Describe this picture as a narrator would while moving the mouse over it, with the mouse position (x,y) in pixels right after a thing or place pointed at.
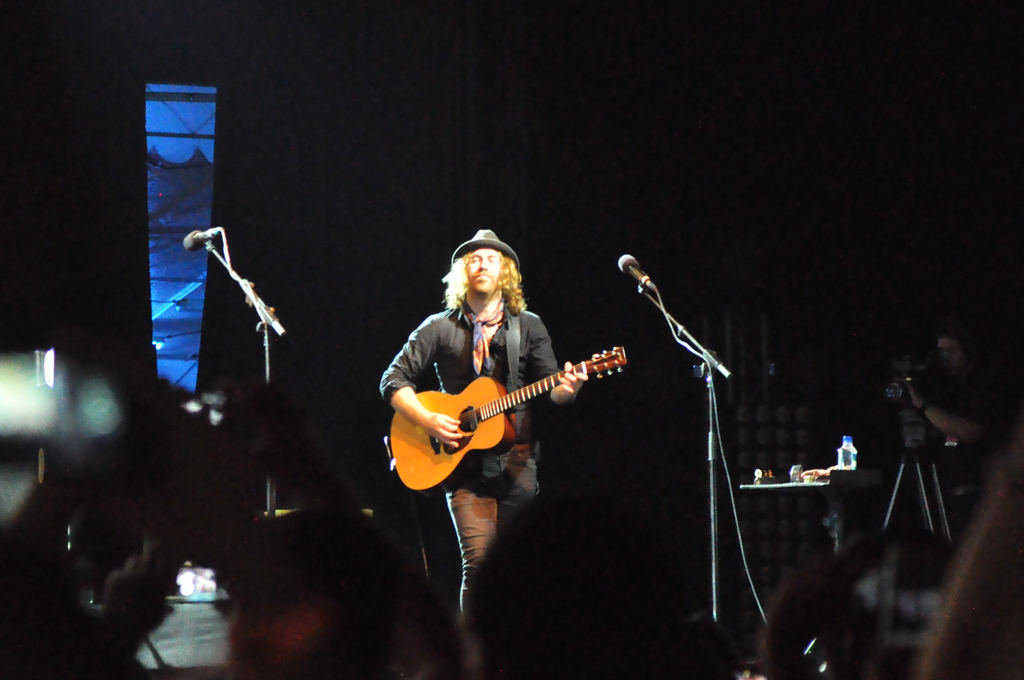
This picture shows a man (444,345), standing and playing the guitar (490,411) in his hands (449,417). He is wearing a hat (479,236). There are some mics (629,270) and stands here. And there is dark in the background (557,151).
